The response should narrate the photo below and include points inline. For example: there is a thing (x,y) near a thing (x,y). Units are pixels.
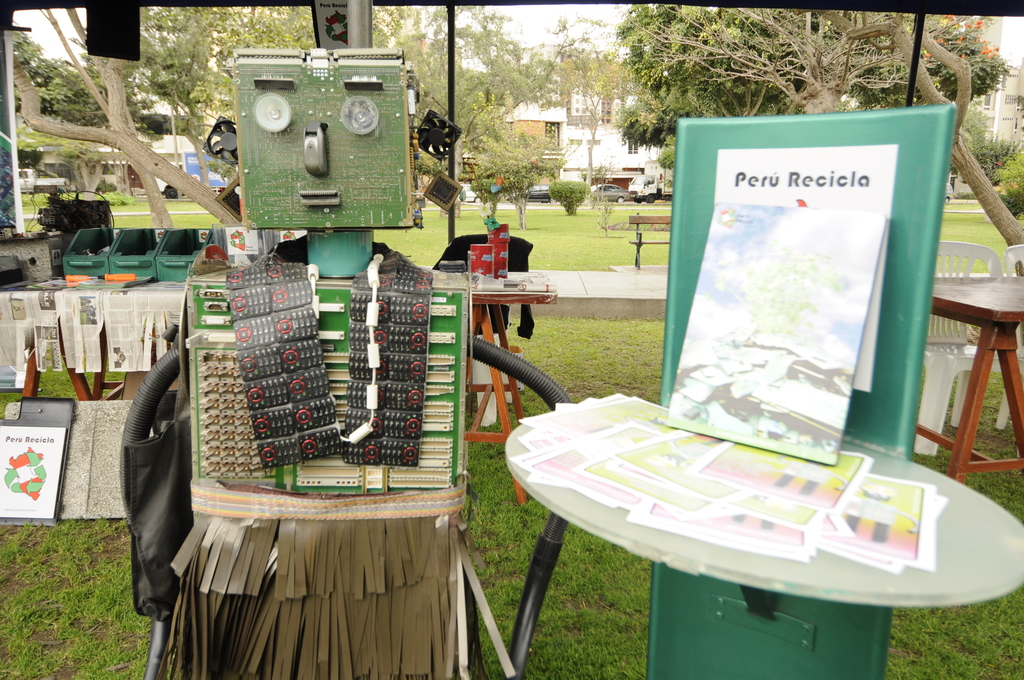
In the image we can see there is a statue (428,463) of a robot (364,356) standing on the ground (609,606). The ground (572,626) is covered with grass (624,624) and there are papers (636,422) kept on the table (97,280). Behind there are lot of trees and there are buildings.
